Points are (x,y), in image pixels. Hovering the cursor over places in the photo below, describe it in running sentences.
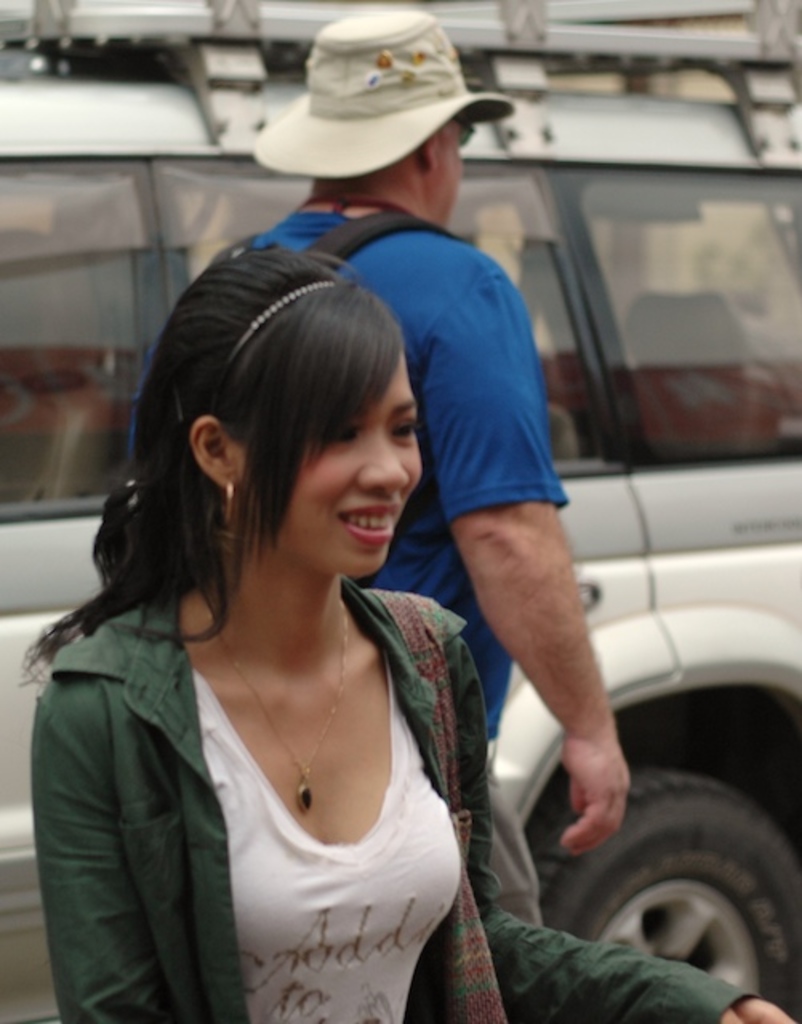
In this image I can see two persons (397,665). And in the background (776,556) there is a vehicle (709,428).
